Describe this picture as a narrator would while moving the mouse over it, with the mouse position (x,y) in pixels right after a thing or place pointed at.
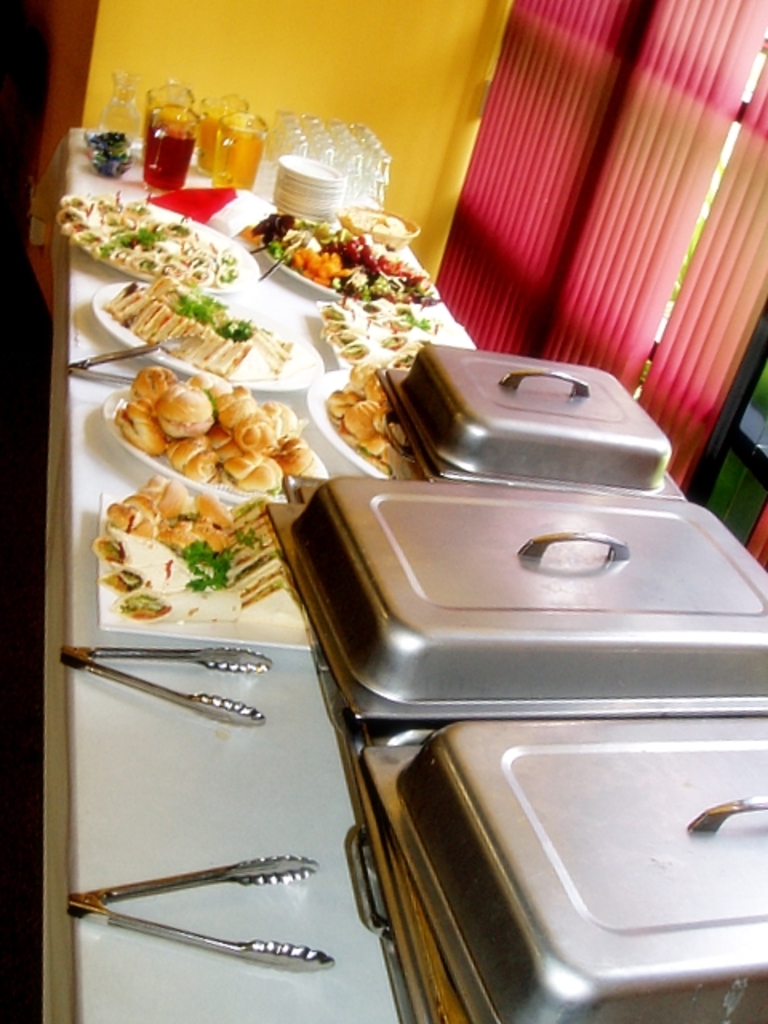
In the center of the picture (289,535) there are different dishes (240,406), bowls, glasses (313,124), drinks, tongs (216,697) placed on a table (286,402). At the top (559,90) there are window blinds (764,189) and wall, outside the window (704,215) there are trees (714,188).
